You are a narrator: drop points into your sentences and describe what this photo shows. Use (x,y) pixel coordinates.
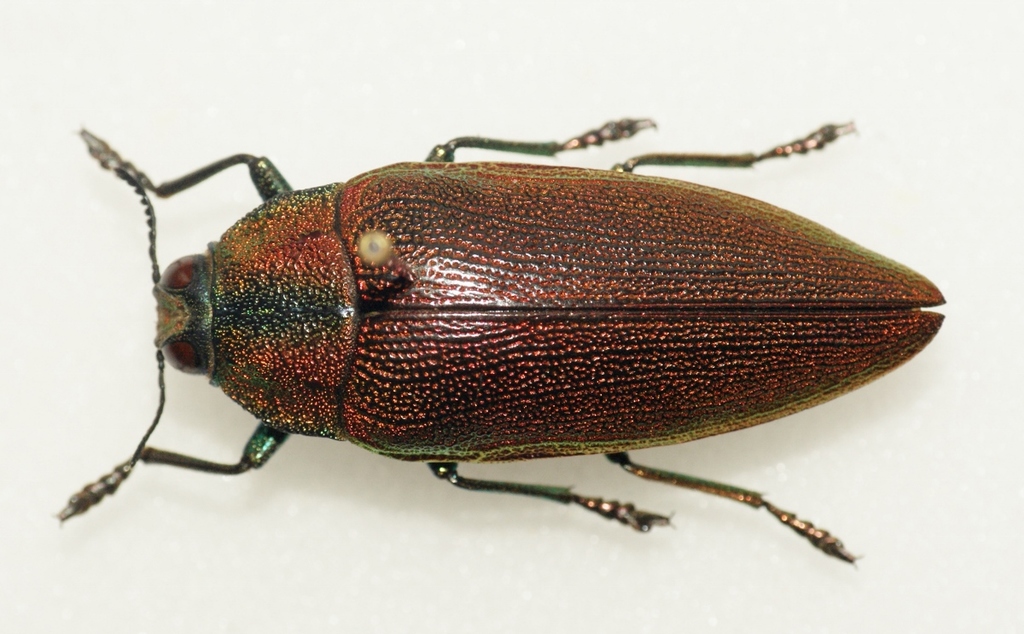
In the picture there is a beetle (480,338), it is of brown color.
